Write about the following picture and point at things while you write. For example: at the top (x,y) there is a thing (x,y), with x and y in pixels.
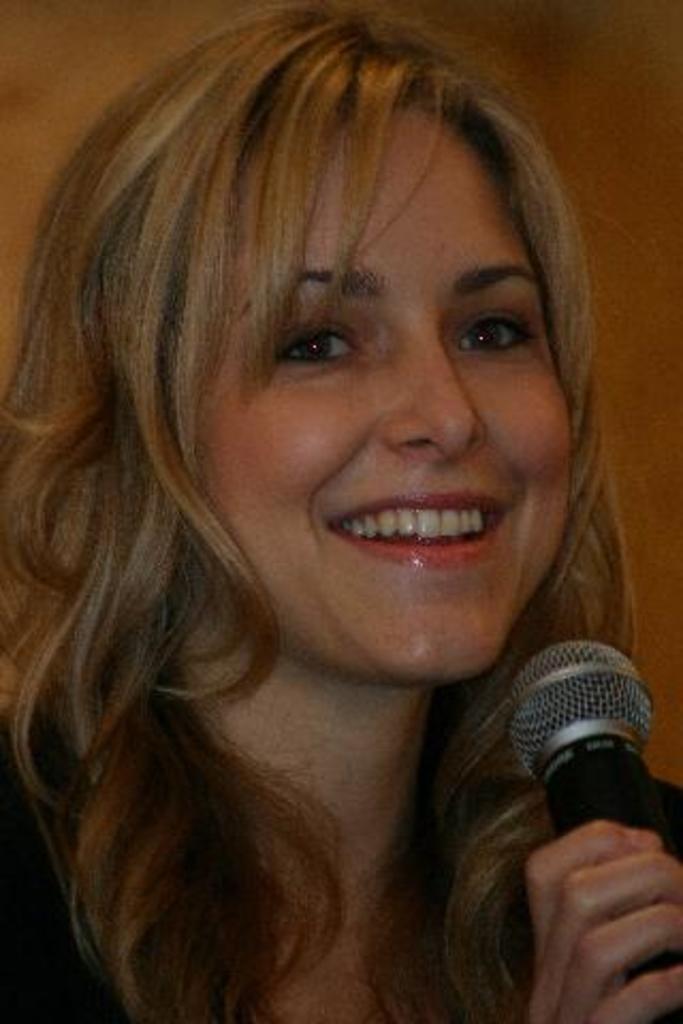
In this picture the woman (455,272) is looking somewhere and smiling she is holding a microphone (602,656) in her hand (638,985).
